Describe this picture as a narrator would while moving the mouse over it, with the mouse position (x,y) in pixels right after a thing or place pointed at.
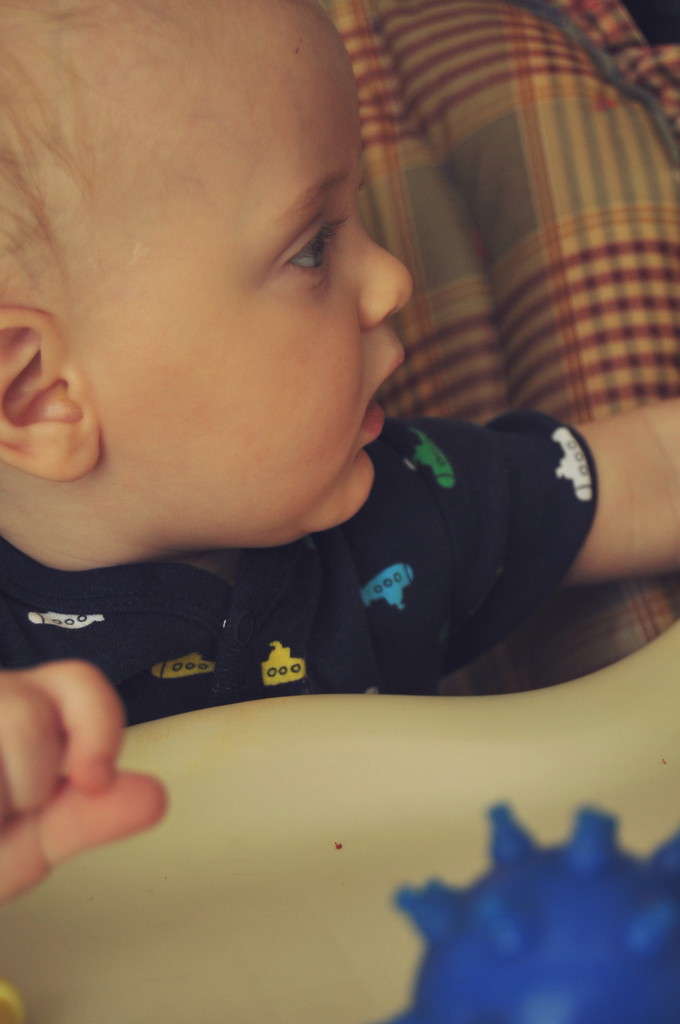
In the picture there is a baby (309,287) and there is some cloth (518,164) behind the baby (528,472).
